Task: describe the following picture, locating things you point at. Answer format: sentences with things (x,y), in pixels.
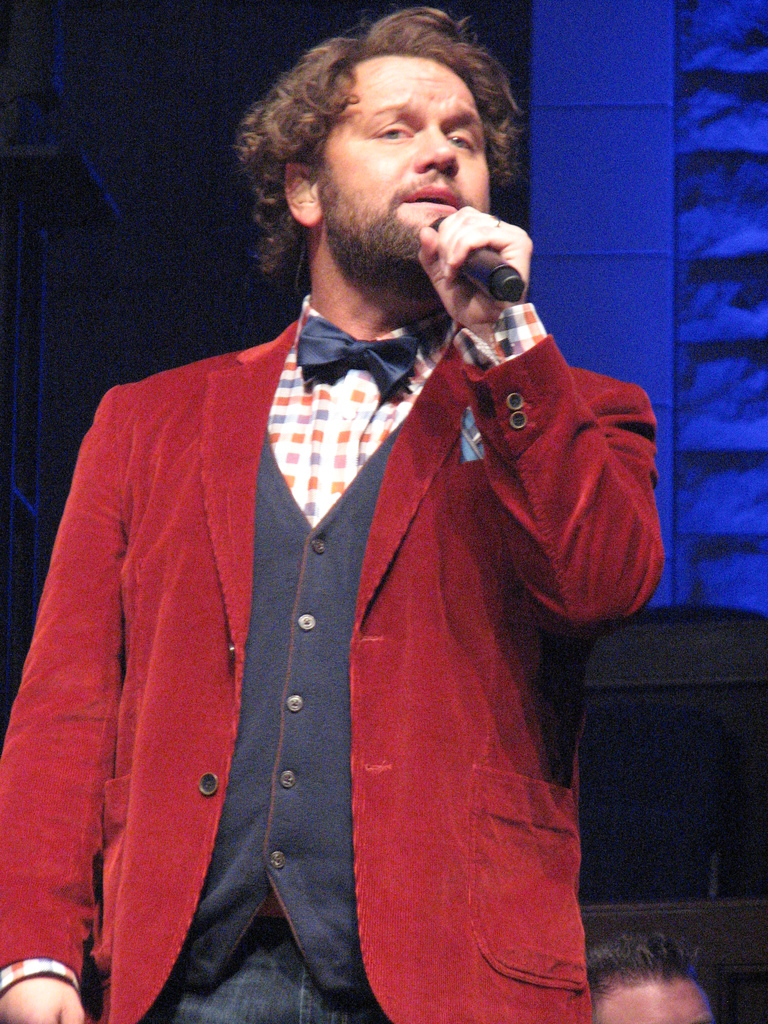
In a room (609,747) there is a man (413,699) singing wearing a red blazer (405,639) holding microphone (468,275).
